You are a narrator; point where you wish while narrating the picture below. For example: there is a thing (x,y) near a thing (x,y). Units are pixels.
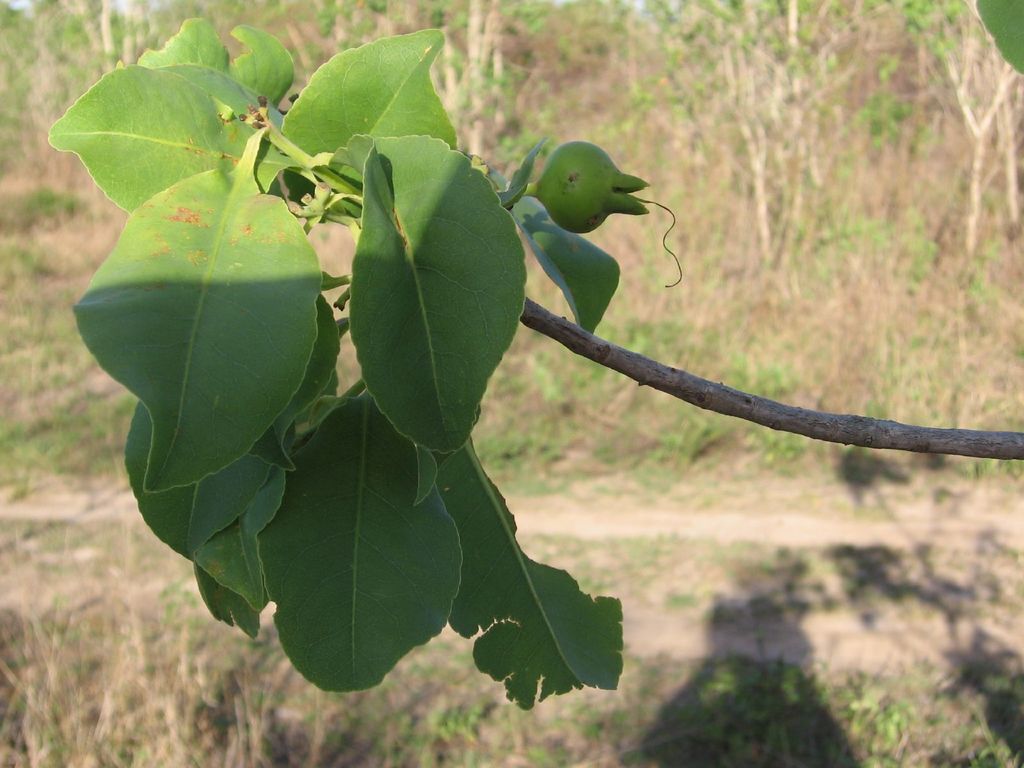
There are leaves (399,367), fruit (551,172) and a stem (778,413) in the middle of this image (540,317), and there are trees (481,114) in the background (629,101).
